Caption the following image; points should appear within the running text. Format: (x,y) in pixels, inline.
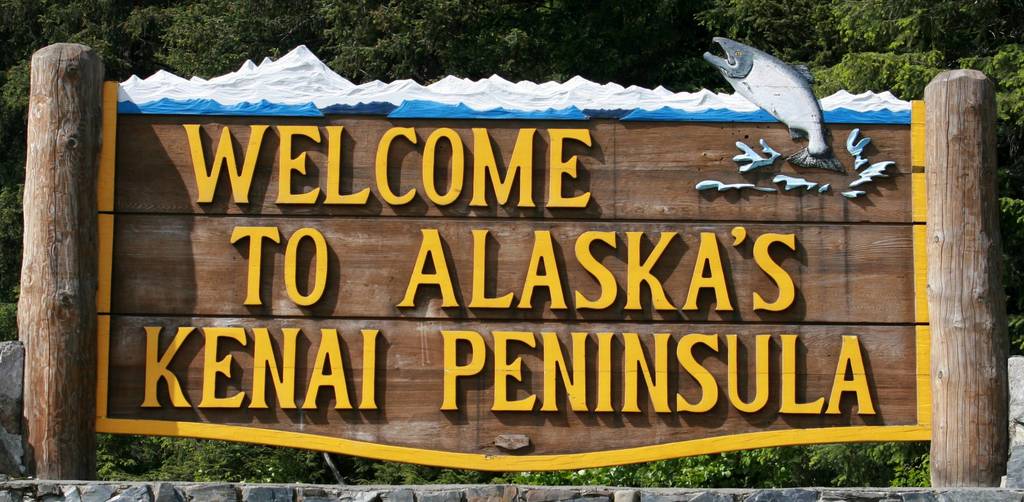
In this image we can see a board (691,218). On the board (612,253) we can see picture (767,148) of a fish (780,100) and text (733,279) written on it. In the background (1023,86) we can see trees (1014,104).
